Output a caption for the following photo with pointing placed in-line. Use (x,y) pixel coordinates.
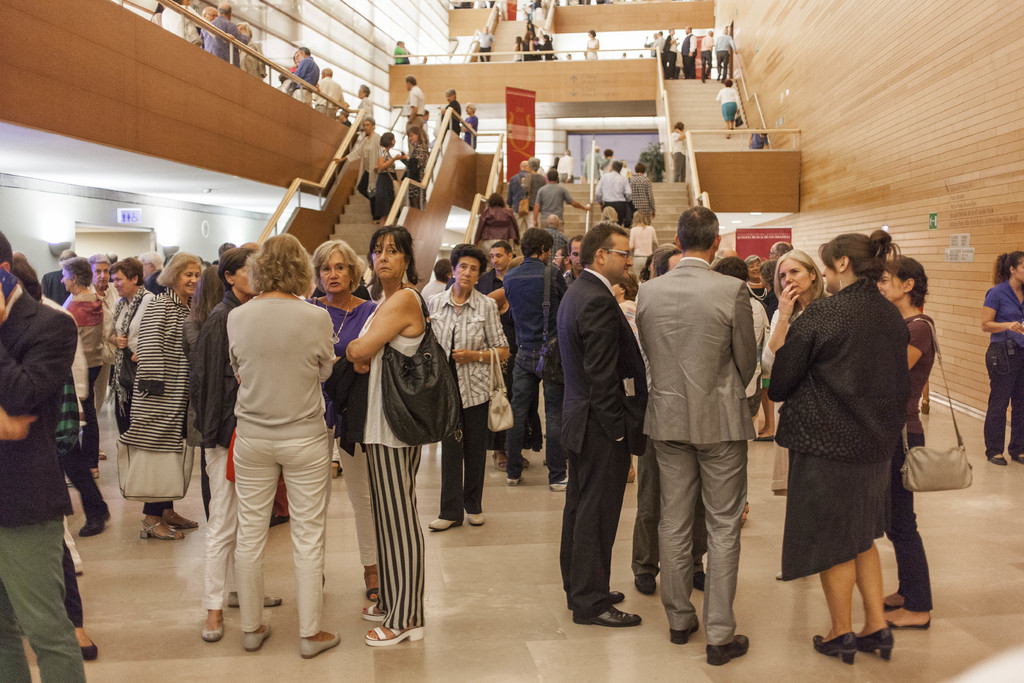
In this image, in the foreground (706,561) there are many people (205,301) standing and in the middle (349,229) there is a stair (436,246) and on the right (945,67) there is a wall (906,81).
